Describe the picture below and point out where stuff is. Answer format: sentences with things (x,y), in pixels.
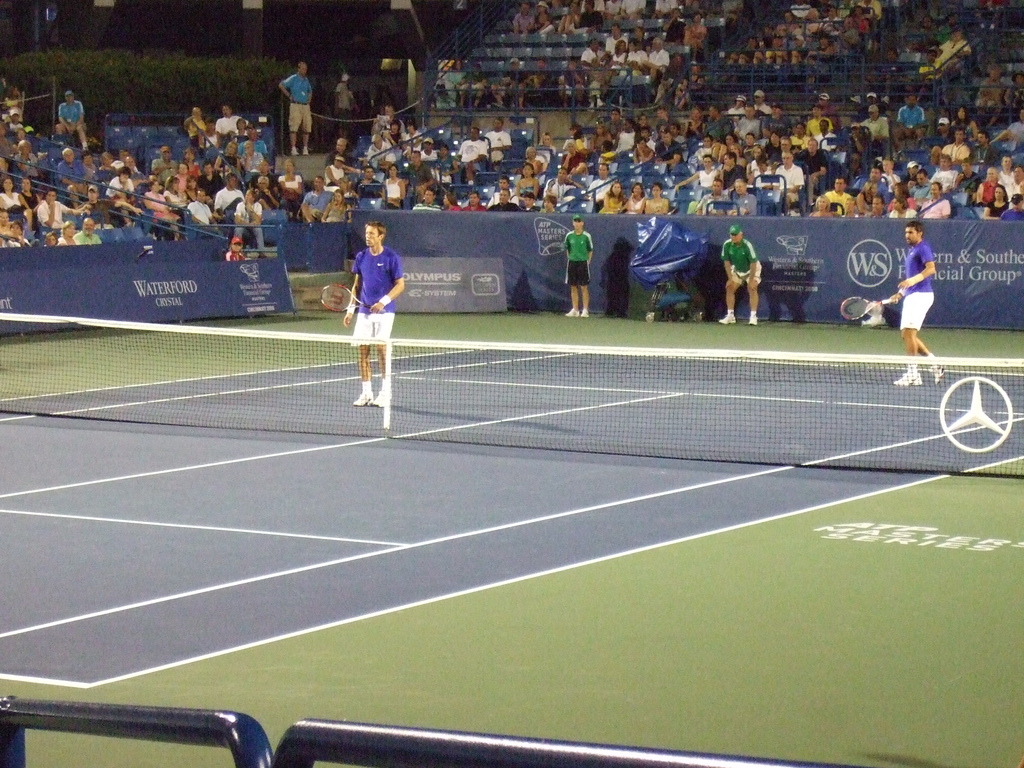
This picture shows a couple of men (911,369) holding Tennis rackets (846,319) in their hands (353,316) in the tennis court (484,452) and we see couple of them (750,256) standing and they wore caps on their heads (732,241) and we see few audience (614,194) seated on the chairs (513,177) both players (921,285) wore blue t-shirt (910,277) and white short (907,307).
